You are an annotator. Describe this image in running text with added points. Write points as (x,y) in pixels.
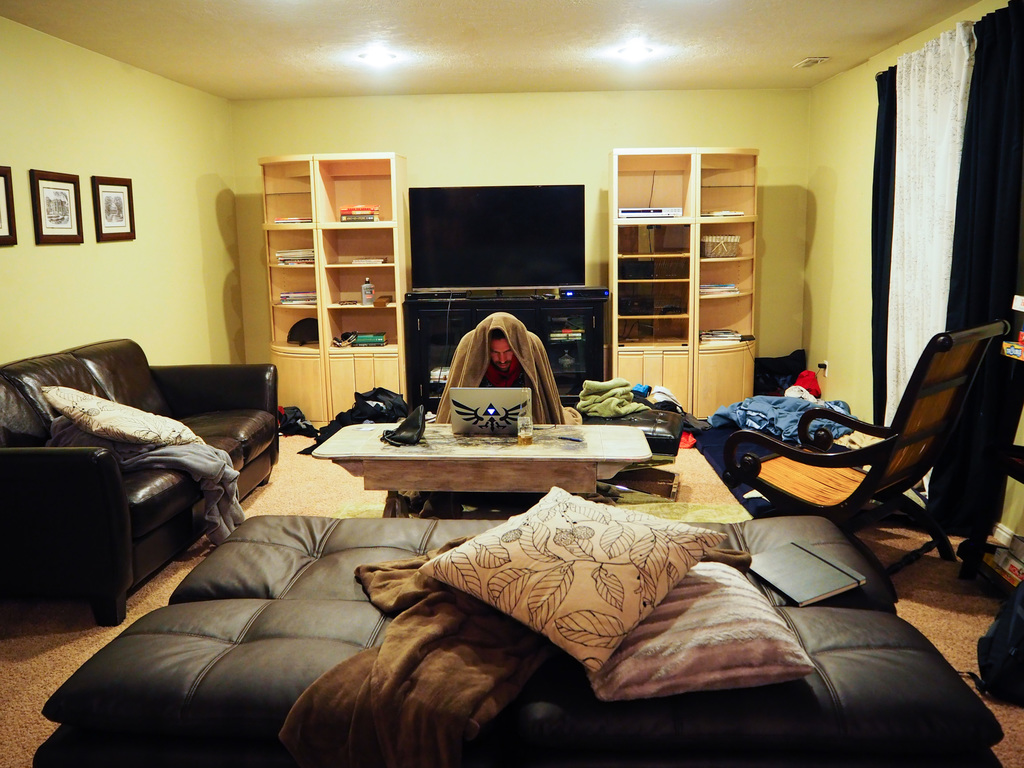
This picture is clicked inside the room (382,35). Man (513,381) in the middle of the picture (455,381) is sitting on floor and operating laptop (510,424) which is placed on the table (488,483). In front of the picture, we see sofa (818,649) on which book (802,598), two pillows (630,599) and blanket (366,683) are placed. On the left corner (179,372), we see sofa (103,464) and a wall (126,280) on which photo frames (67,191) are placed. On the right corner (918,510), we see chair (871,480) and curtains (906,174) in black and white color and on background (719,160), we see a cupboard (345,307) and television (545,276).
